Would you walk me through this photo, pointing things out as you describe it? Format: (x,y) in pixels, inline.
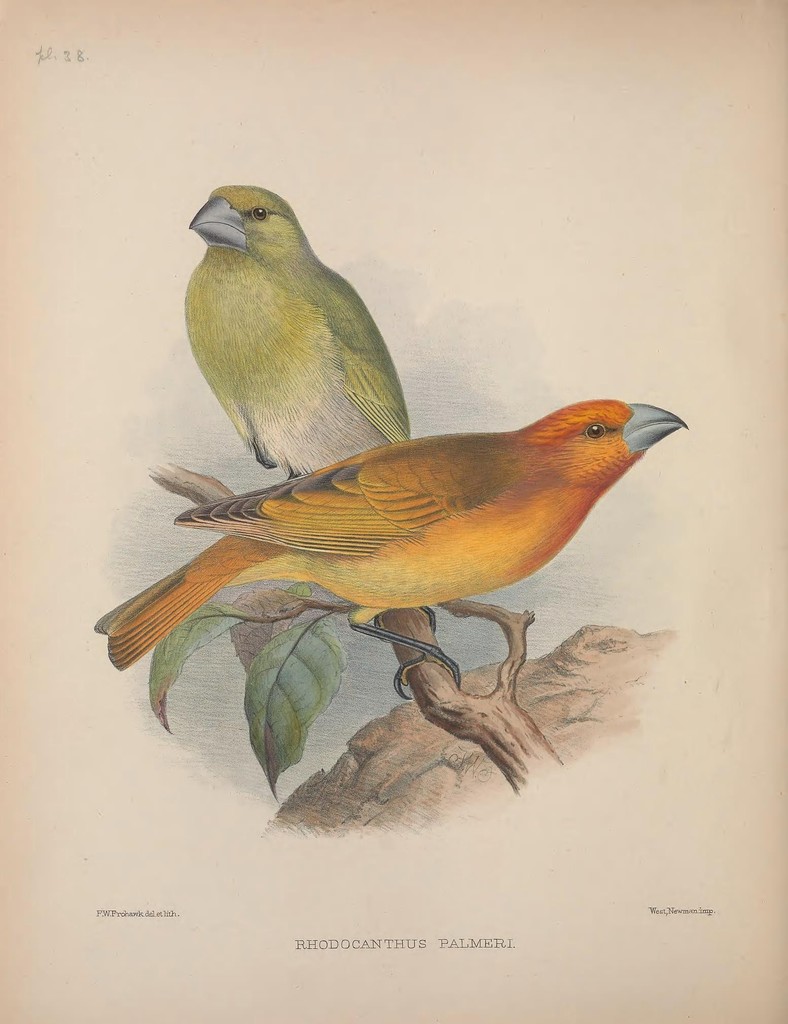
In this image there is a painting (466,643) of two birds (284,388) on a branch (448,710).
